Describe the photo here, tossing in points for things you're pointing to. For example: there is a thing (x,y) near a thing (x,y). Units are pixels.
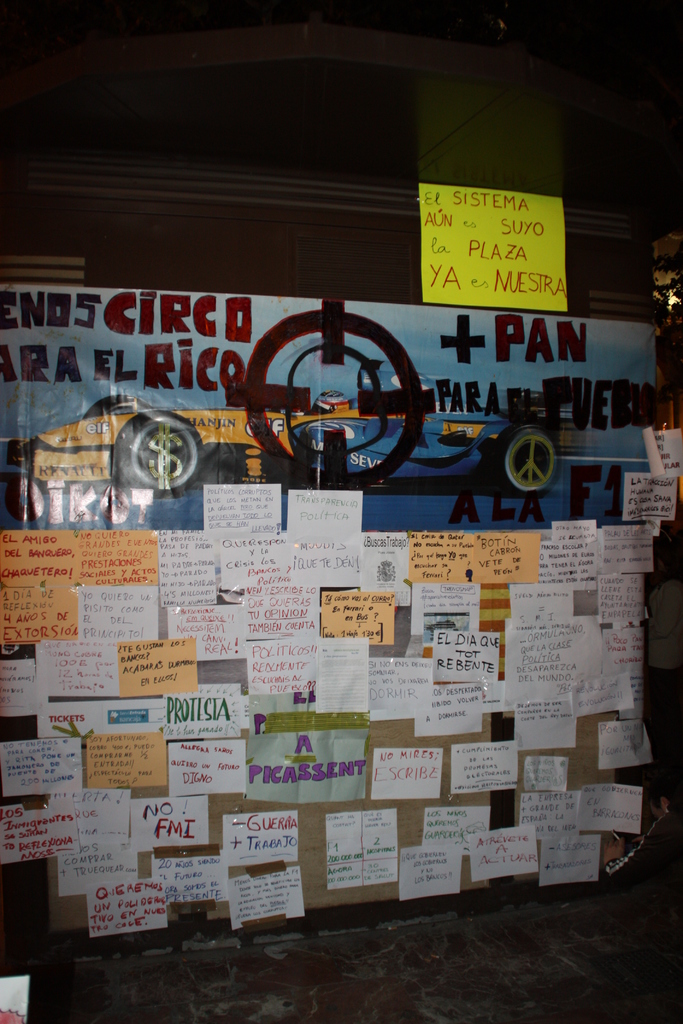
In this image, we can see a wall (446,773) and some papers (467,566) which are attached to a wall (378,199). At the top (503,39), we can see black color.
